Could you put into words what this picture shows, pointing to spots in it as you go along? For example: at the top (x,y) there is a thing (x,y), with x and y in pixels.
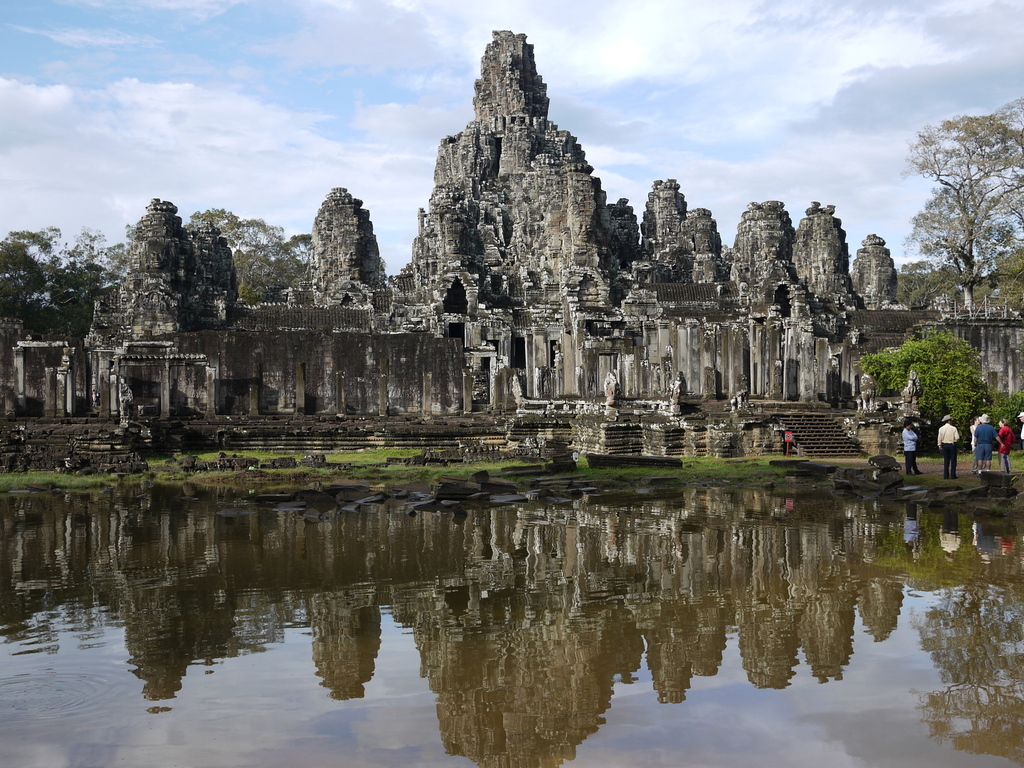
In this image, we can see water (717,586) and there are some people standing on the ground (1018,468), we can see some stairs (813,419) and there are some trees (302,256), we can see an ancient architecture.
